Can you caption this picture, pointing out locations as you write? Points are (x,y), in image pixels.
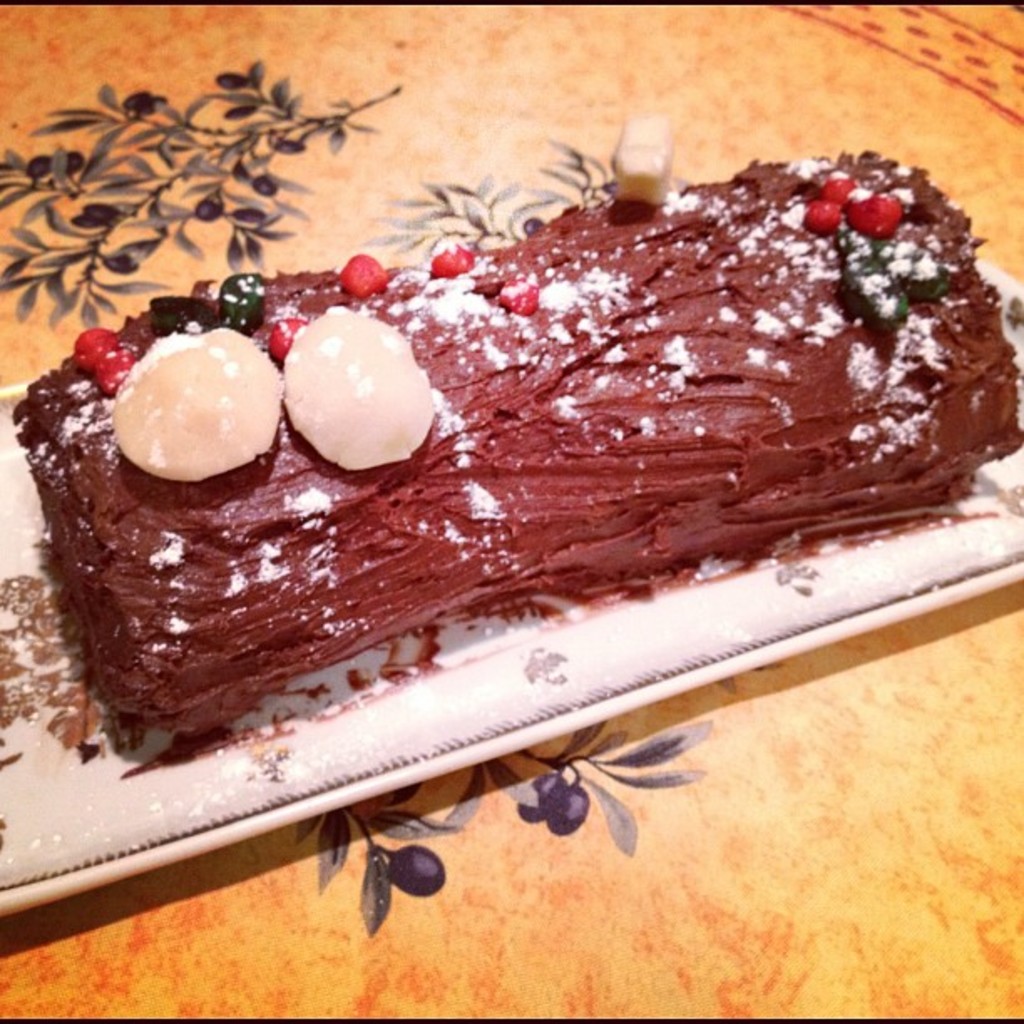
In this image we can see a serving plate (207,787) which consists of dessert (377,607) on it and is placed on the table (630,847).
